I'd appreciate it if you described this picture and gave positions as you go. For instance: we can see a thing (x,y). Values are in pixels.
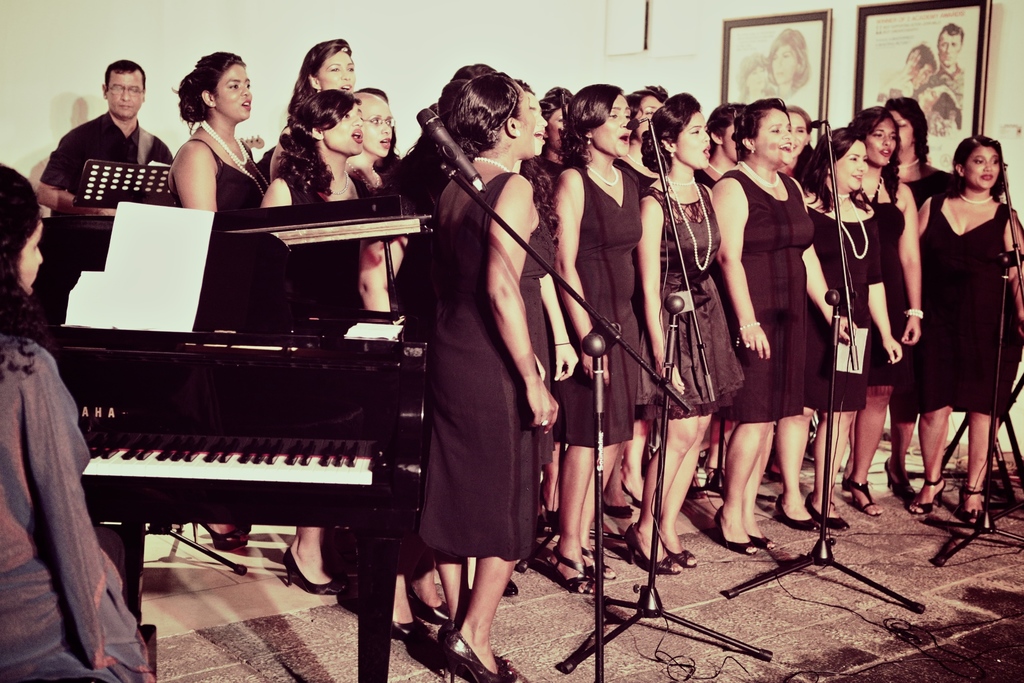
In the image there are ladies (773,263) who are wearing black dresses (635,271) are singing a song. There are mics (433,134) placed before them. On the left (50,559) there is a lady (51,570) sitting and there is a piano (218,482). In the background (87,128) there is a man (87,209) standing. We can also see photo frames (806,70) which attached to the wall (711,70).
